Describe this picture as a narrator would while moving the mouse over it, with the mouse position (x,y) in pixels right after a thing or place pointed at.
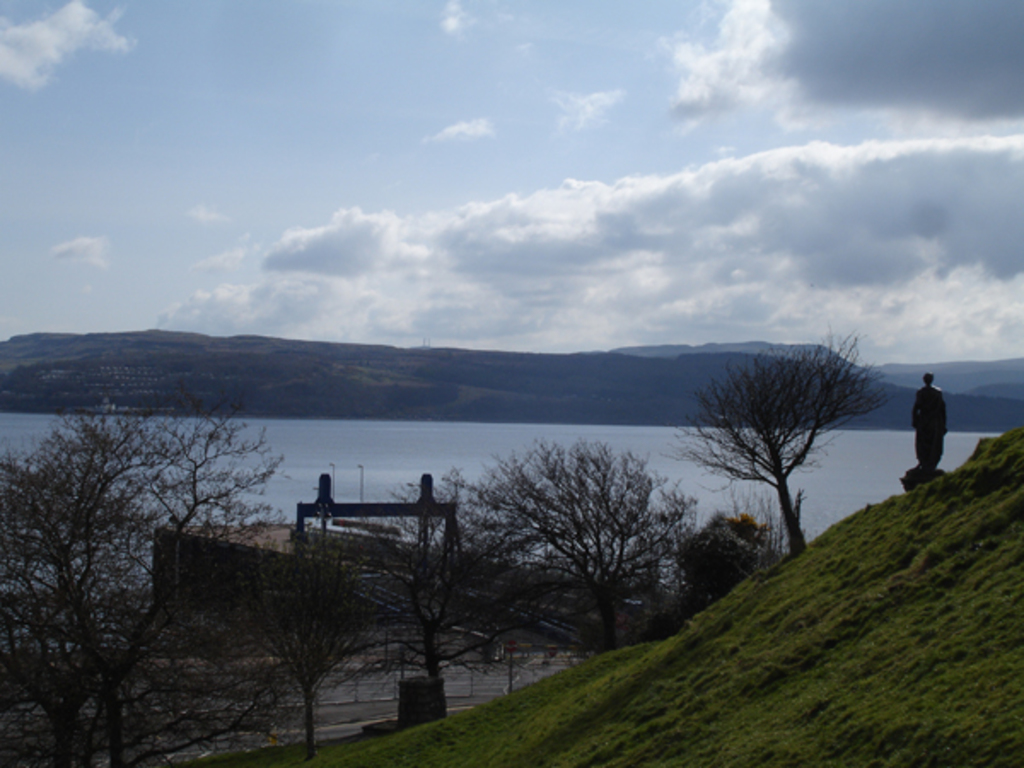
In this image I can see few dry trees (657,546), bridge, statue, mountains (587,422) and the water (613,428). The sky (545,211) is in blue and white color.
